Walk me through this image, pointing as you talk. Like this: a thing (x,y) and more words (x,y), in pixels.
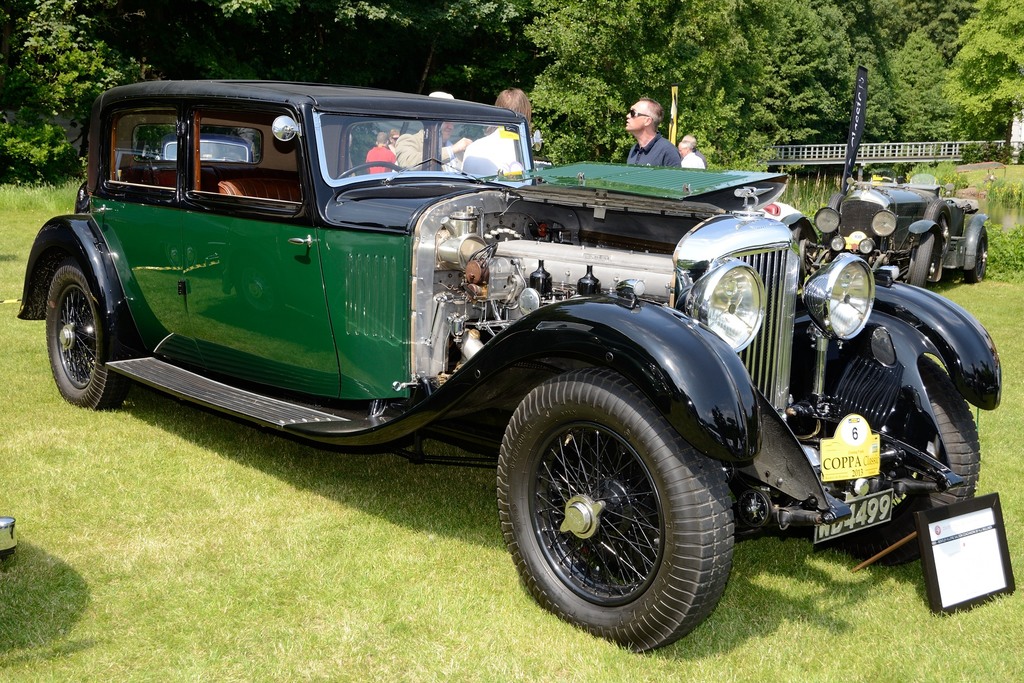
In the center of the picture (570,452) there is a car (475,164). In the background (203,54) there are trees (430,30). Beside the car (546,167) there are people (388,146). On the right (912,225) there are plants (998,240), water (991,210), bridge (886,151) and a car (917,209). In the foreground (223,526) there is grass (848,594). It is a sunny day.
